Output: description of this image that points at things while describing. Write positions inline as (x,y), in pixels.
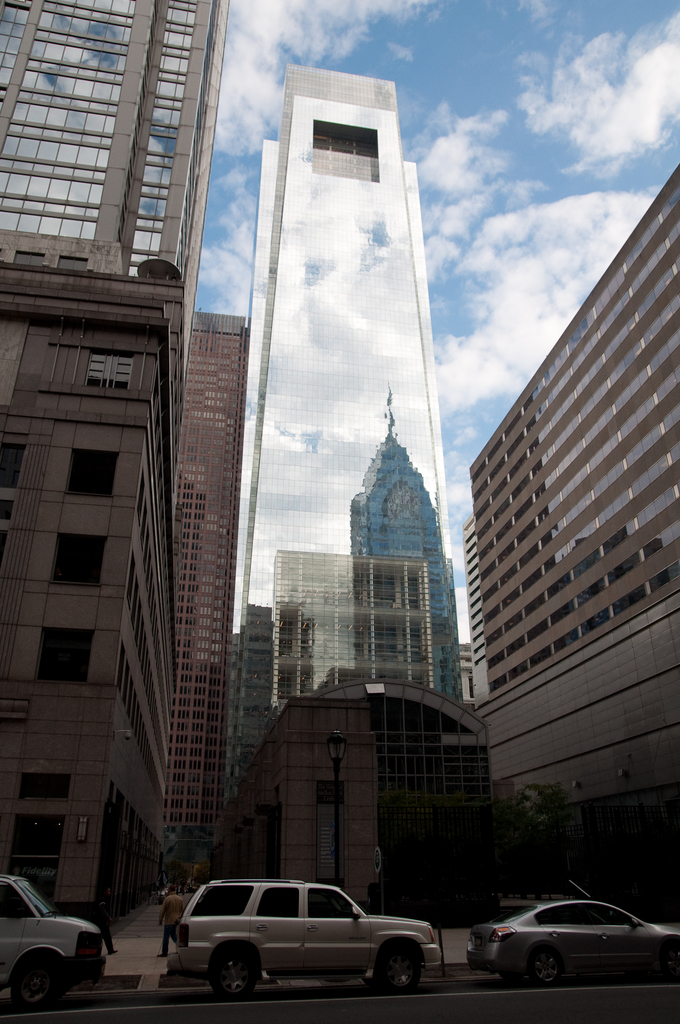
In this image on the road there are few cars (202,938). In the background (353,826) there are buildings (303,679). Here there are persons (167,912). The sky (440,247) is cloudy.
